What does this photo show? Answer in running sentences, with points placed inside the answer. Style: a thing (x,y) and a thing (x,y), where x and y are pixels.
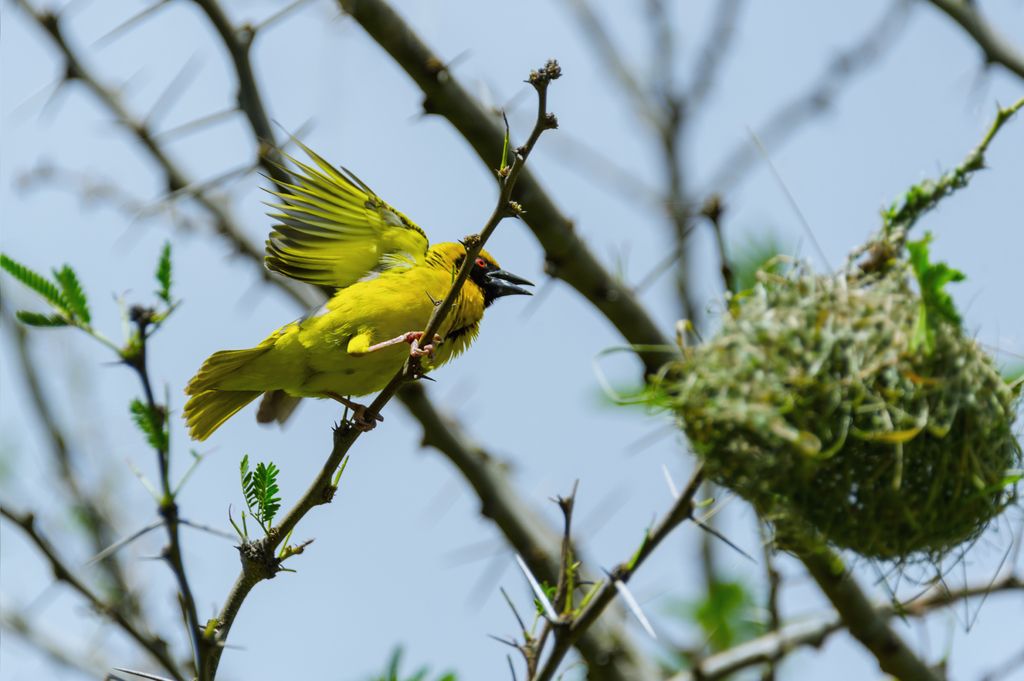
In the picture I can see a bird (315,363) is sitting on a branch (314,487) of a tree (322,476). In the background (543,397) I can see a nest (774,486) and the sky (64,674). The background of the image (29,674) is blurred.
